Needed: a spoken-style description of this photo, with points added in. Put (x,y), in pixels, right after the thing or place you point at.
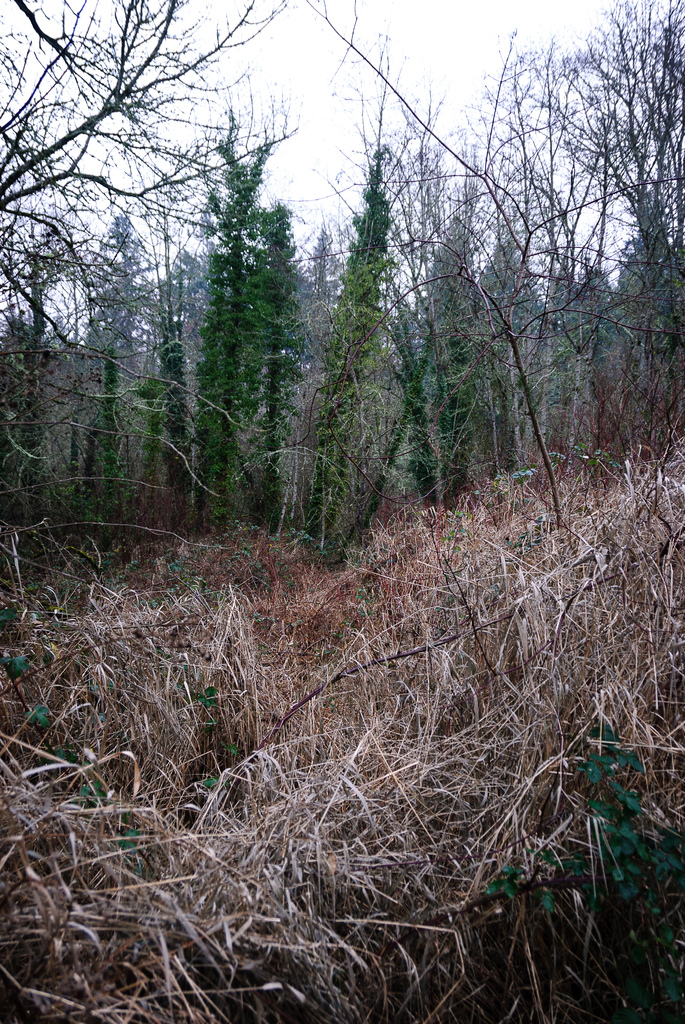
In this picture we can observe some dried plants (339,672) on the ground (355,711). In the background (364,478) there are trees (553,190) and a sky (349,119).
